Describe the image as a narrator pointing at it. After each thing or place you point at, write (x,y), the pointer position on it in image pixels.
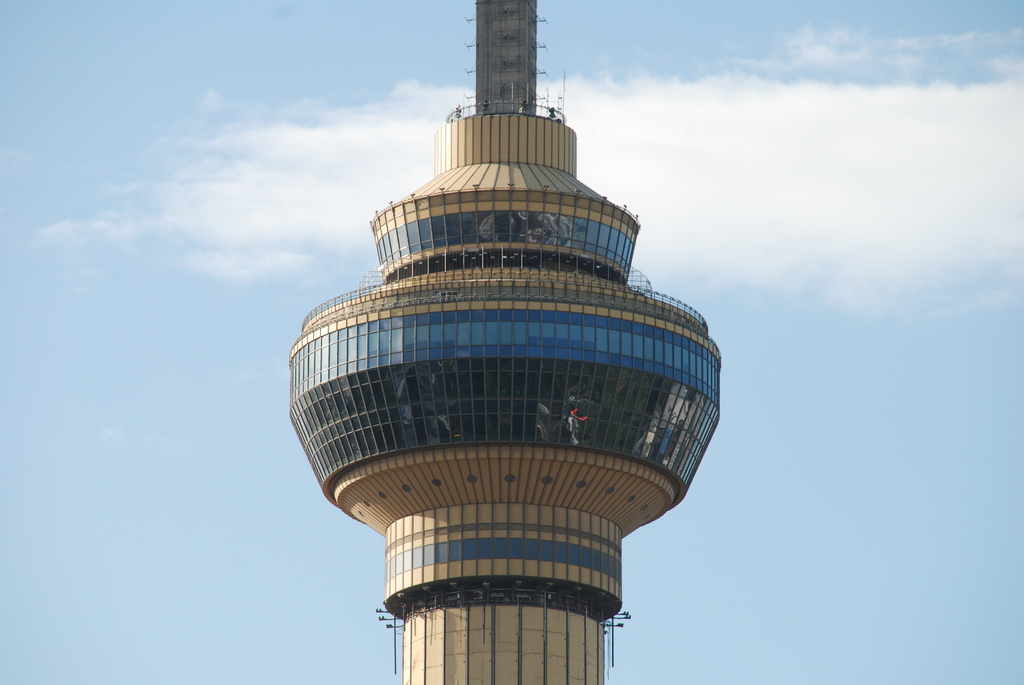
In this picture there is a concrete tower (465,214). Here we can see lights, glass (636,333), fencing (697,329) and poles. In the back (864,134) we can see sky (813,476) and clouds (829,220).
